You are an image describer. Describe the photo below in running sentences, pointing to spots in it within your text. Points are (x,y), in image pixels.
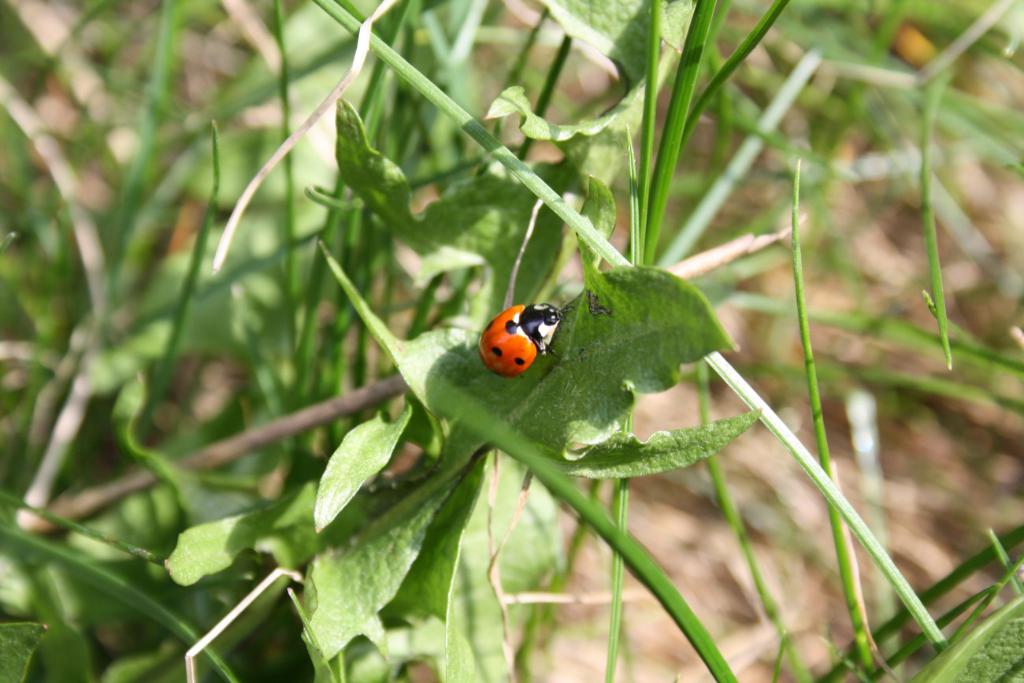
In this picture, we can see an insect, we can see some plants (484,394), ground (608,553) and we can see the background (856,383) is blurred.
